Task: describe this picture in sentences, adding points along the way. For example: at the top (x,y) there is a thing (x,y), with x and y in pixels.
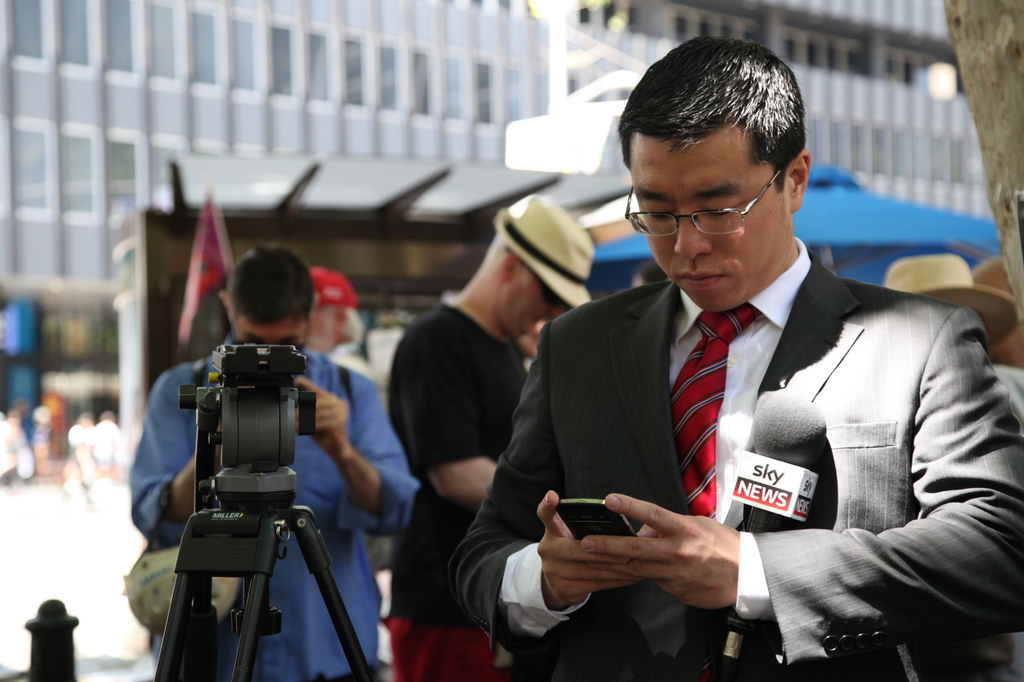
In this image we can see persons (691,455) holding mobile phone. On the left side of the image (303,515) we can see persons (323,652) and video camera (270,504). In the background (421,575) we can see flag (206,254), persons (44,440), tree (952,37) and road (40,509).
